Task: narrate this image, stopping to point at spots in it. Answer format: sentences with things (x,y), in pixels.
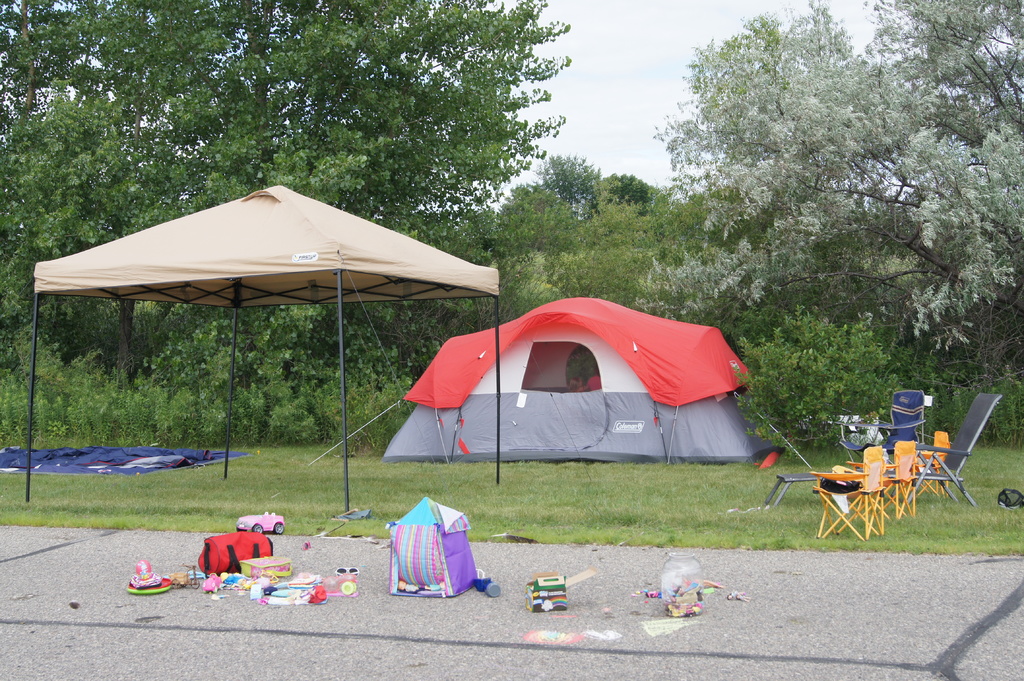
In this image we can see tents (493,363), few chairs (887,464) and few objects (96,454) on the grass (633,482) and few objects (437,578) on the pavement (178,557) and there are few trees (685,274) and the sky (594,75) in the background (639,98).
